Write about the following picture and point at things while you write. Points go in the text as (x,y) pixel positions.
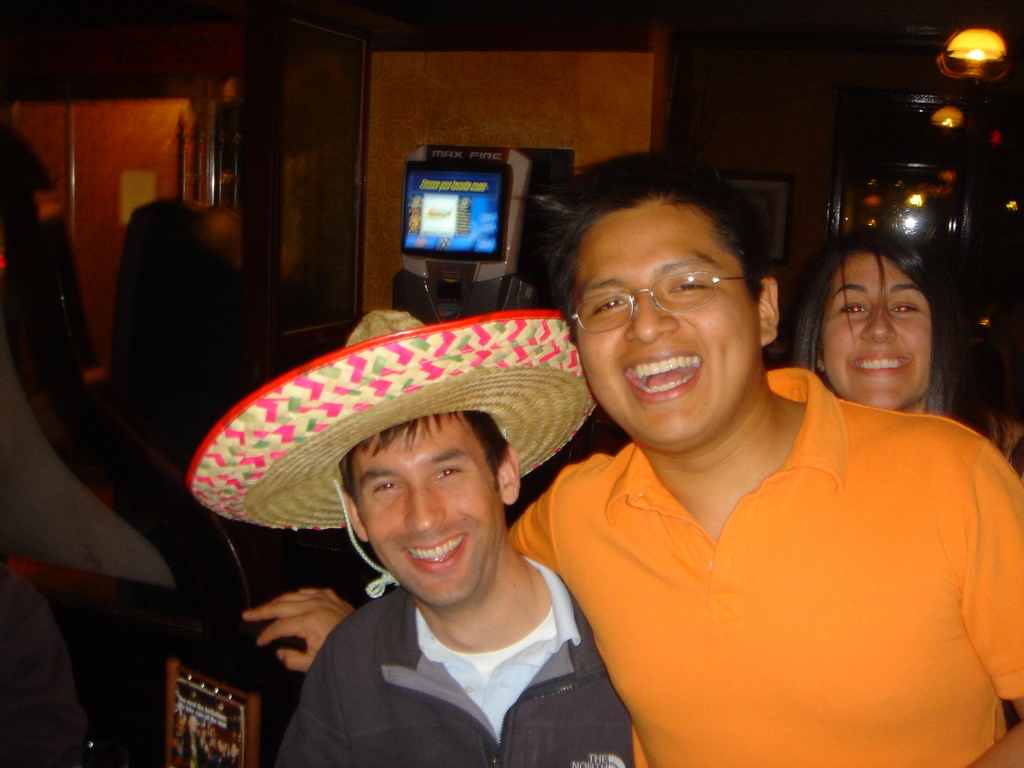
In this image we can see a group of people (823,619) standing. One person (424,450) is wearing a hat (412,376). In the bottom left corner of the image (255,707) we can see a board (196,716) with some text (205,717). In the center of the image (489,267) we can see a display screen (488,230). In the top right corner of the image (783,232) we can see photo frames (916,172) on the wall (813,235).
